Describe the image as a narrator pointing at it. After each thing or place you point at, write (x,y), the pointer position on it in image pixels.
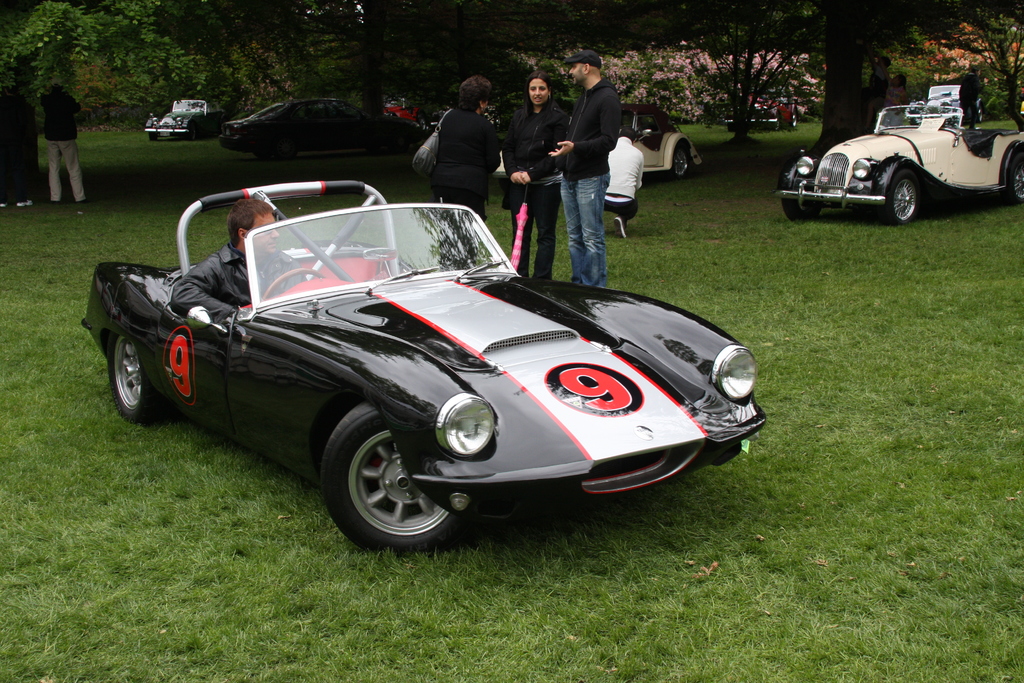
Here we can see a person (274,267) sitting inside the car (434,372) which is on the grass (442,626). In the background (529,212) we can see three persons (512,188) who are standing and having a conversation. Here we can see cars (250,143) parked under the trees (488,17).
